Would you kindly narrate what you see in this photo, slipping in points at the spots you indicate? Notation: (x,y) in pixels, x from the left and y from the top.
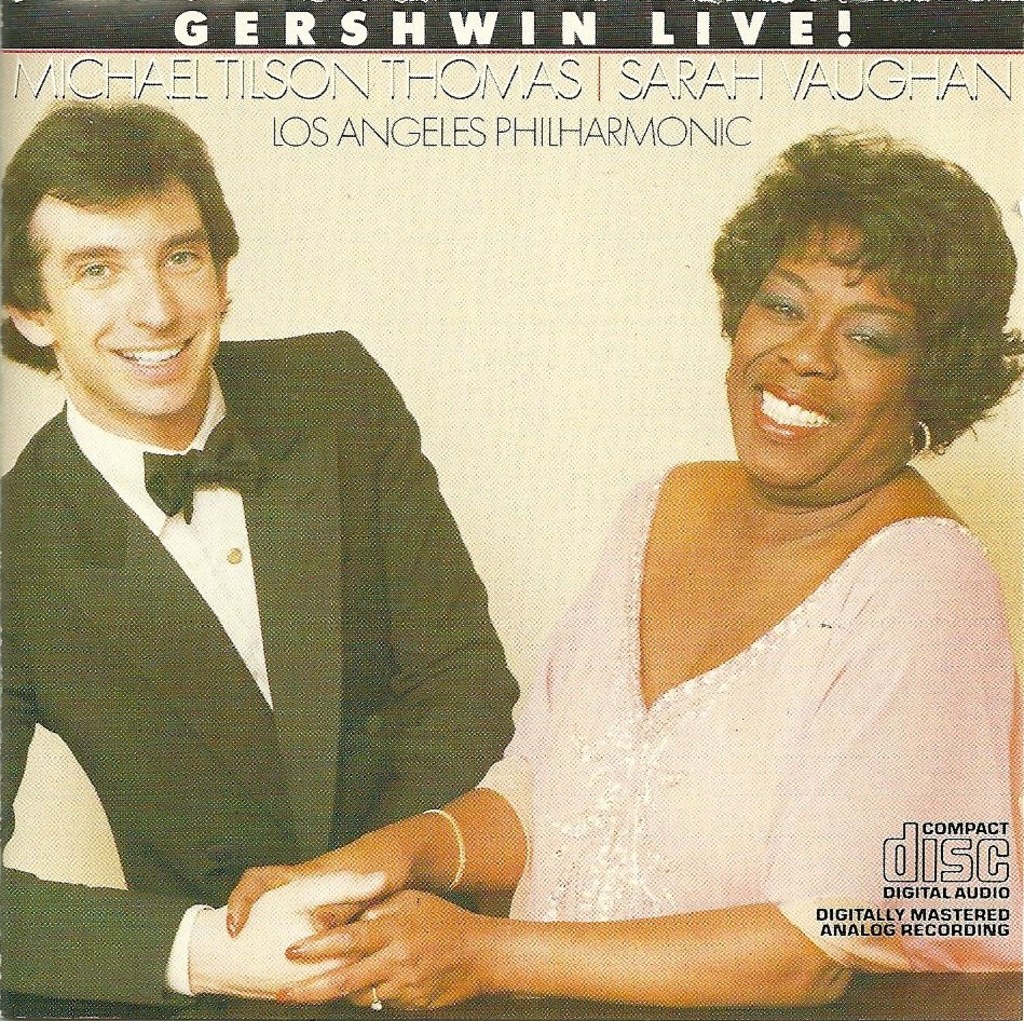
In the image we can see a man (170,574) and a woman (865,742) wearing clothes (627,766) and they are smiling. This is a finger ring (379,999), bracelet (448,822), earring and some text (438,21).
